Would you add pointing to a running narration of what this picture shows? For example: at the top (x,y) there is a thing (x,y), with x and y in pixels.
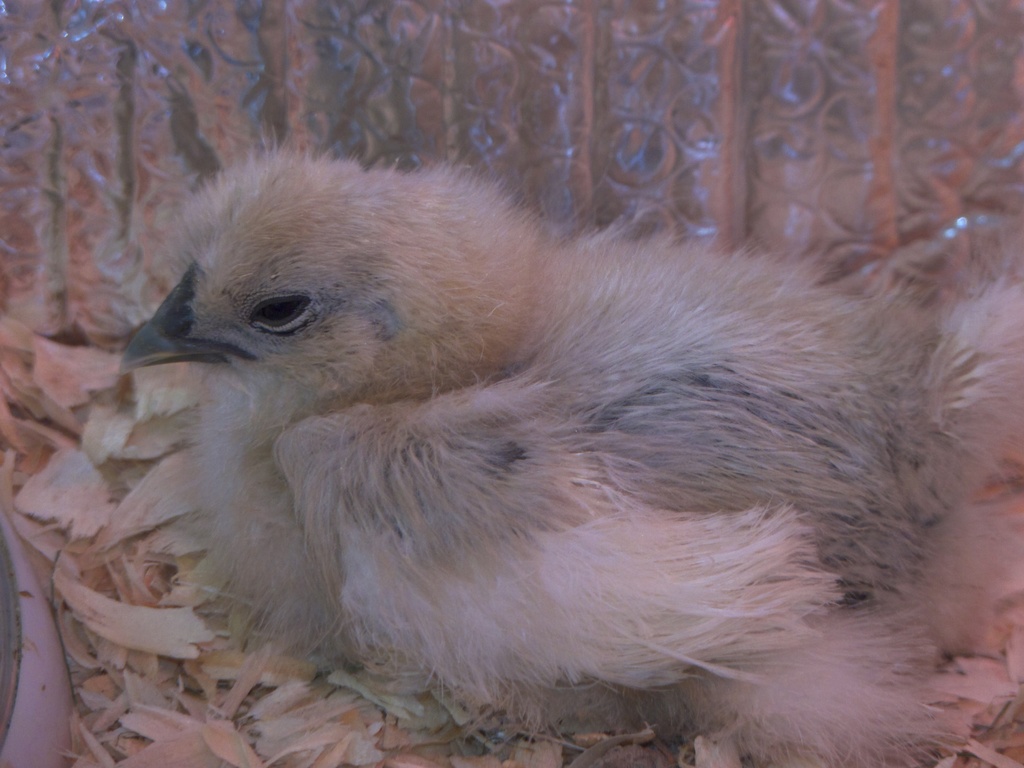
In this image we can see a bird (445,573) on the surface (193,572).
